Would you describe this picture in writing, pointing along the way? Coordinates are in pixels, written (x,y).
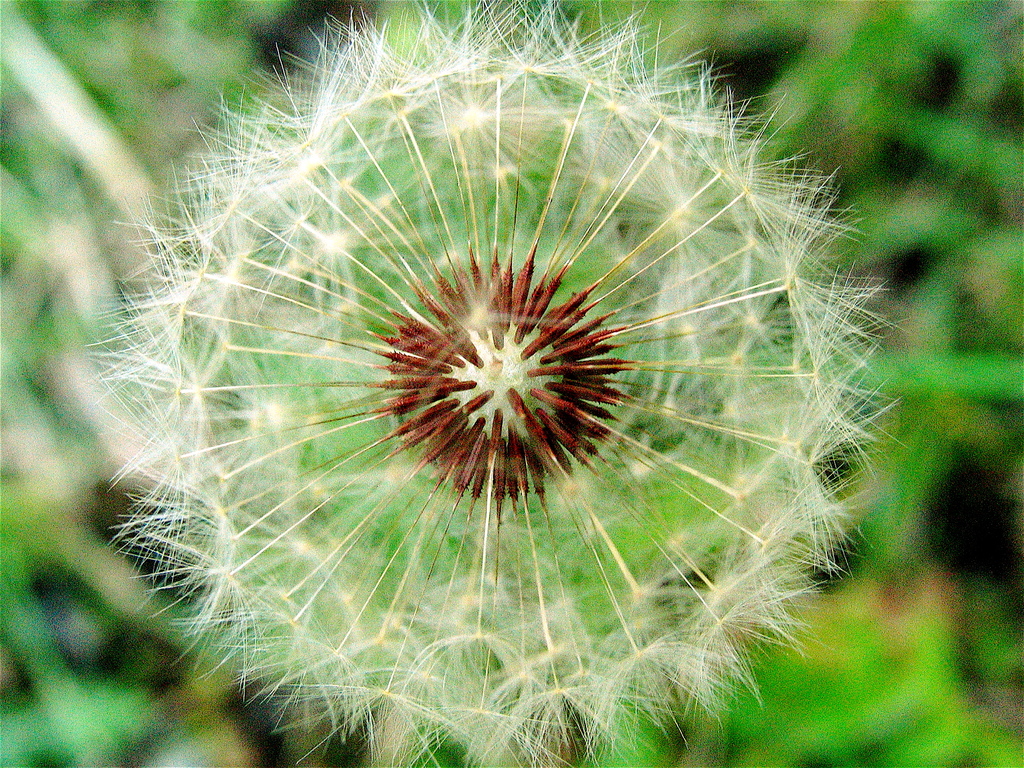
Here we can see a flower (780,560) and there is a blur background (927,688) with greenery (913,690).
